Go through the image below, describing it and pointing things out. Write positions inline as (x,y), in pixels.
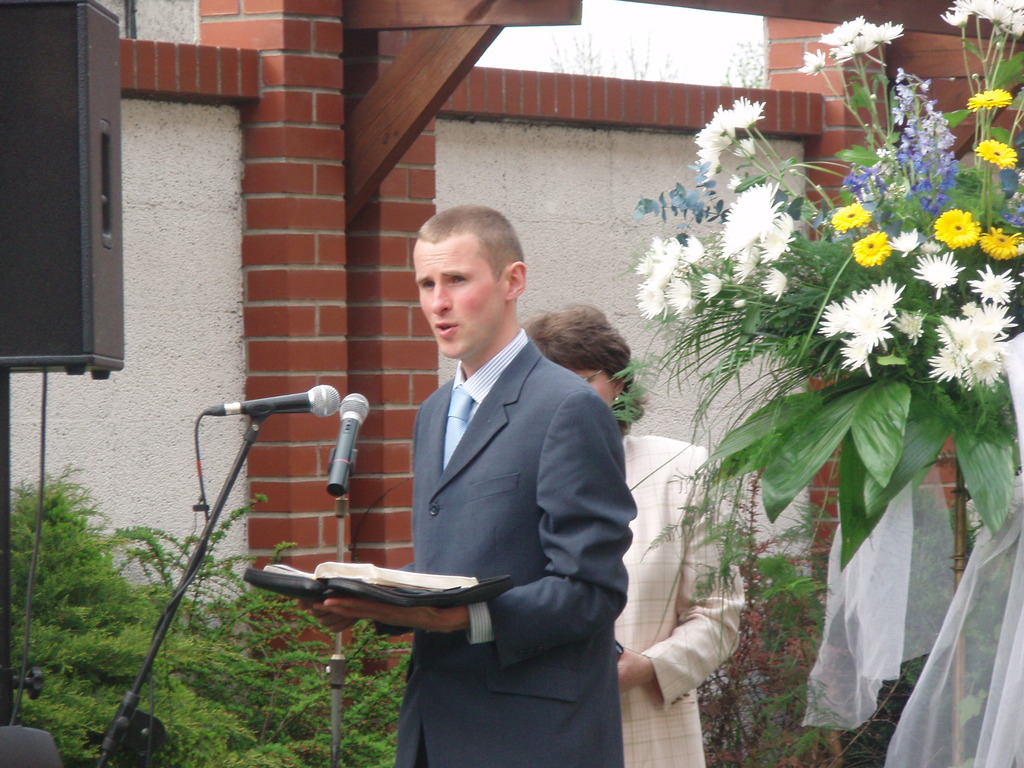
In this picture there is a person (500,431) standing and talking and he is holding the book (412,602). In the foreground (355,434) there are microphones (340,440) on the stand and there are speakers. At the back (638,646) there is a person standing and there is a building (605,268) and there are trees (115,674). On the right side of the image (929,179) there are flowers (747,122). At the top (686,49) there is sky (686,44).
